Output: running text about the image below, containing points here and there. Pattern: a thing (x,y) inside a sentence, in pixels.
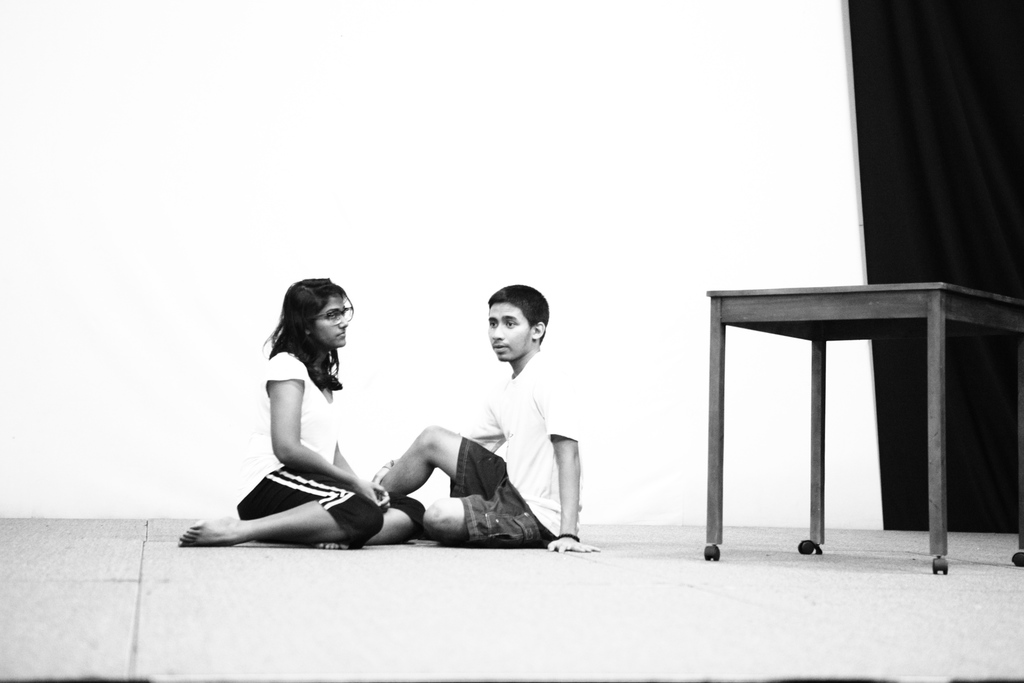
As we can see in the image there is a white color wall (574,269), a table (888,295) and two people (526,412) sitting on floor (360,591).
